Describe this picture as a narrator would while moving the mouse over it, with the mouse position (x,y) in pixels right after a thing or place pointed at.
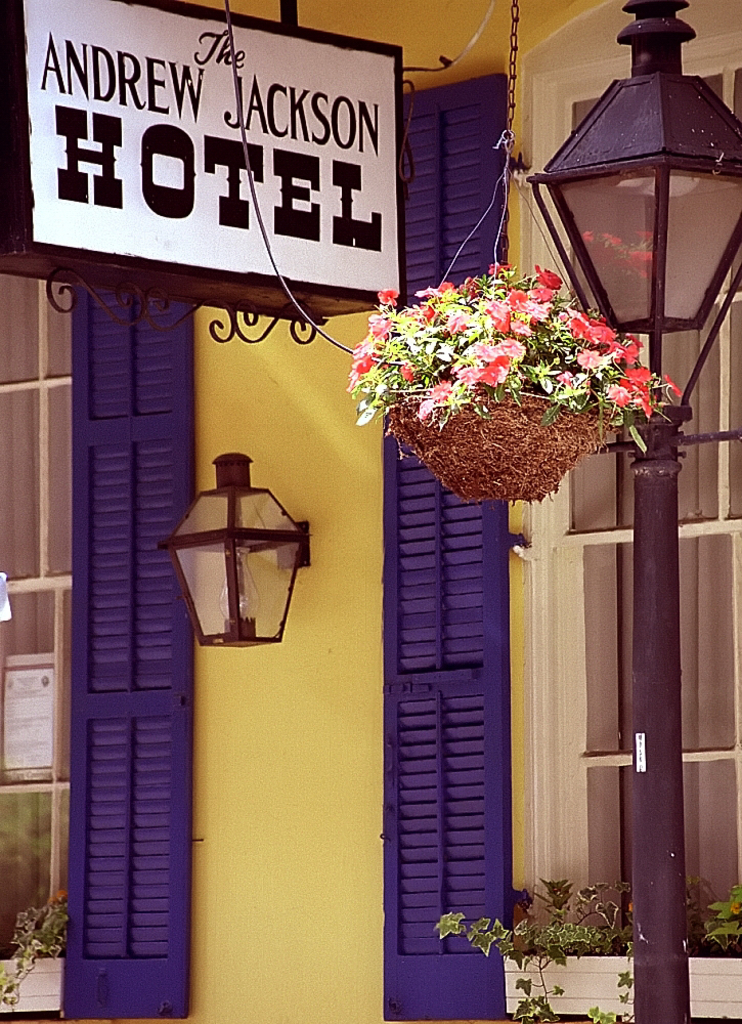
In the image there is a street light (689,278). A pot (474,414) is hanging. The pot (493,488) is having plants (503,352) with flowers (584,326). In the pot (545,441) there are plants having some flowers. Background (222,933) there is a wall (299,677) having windows (715,568). A lamp (263,634) is attached to the wall (261,741) having creeper plants (543,1001).
